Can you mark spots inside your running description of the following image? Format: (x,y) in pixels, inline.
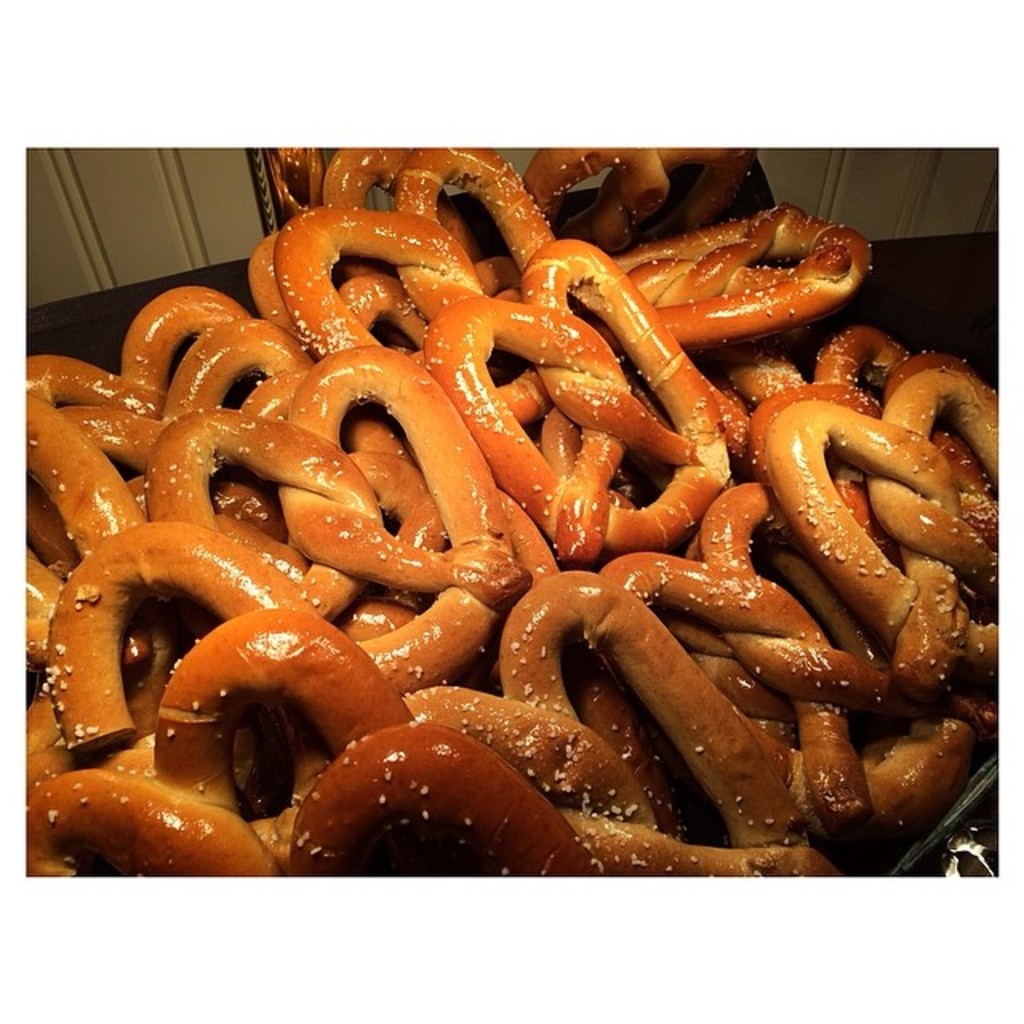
In this picture we can see some food items (394,695) on an object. Behind the food (216,396) there is a wall (140,235).
